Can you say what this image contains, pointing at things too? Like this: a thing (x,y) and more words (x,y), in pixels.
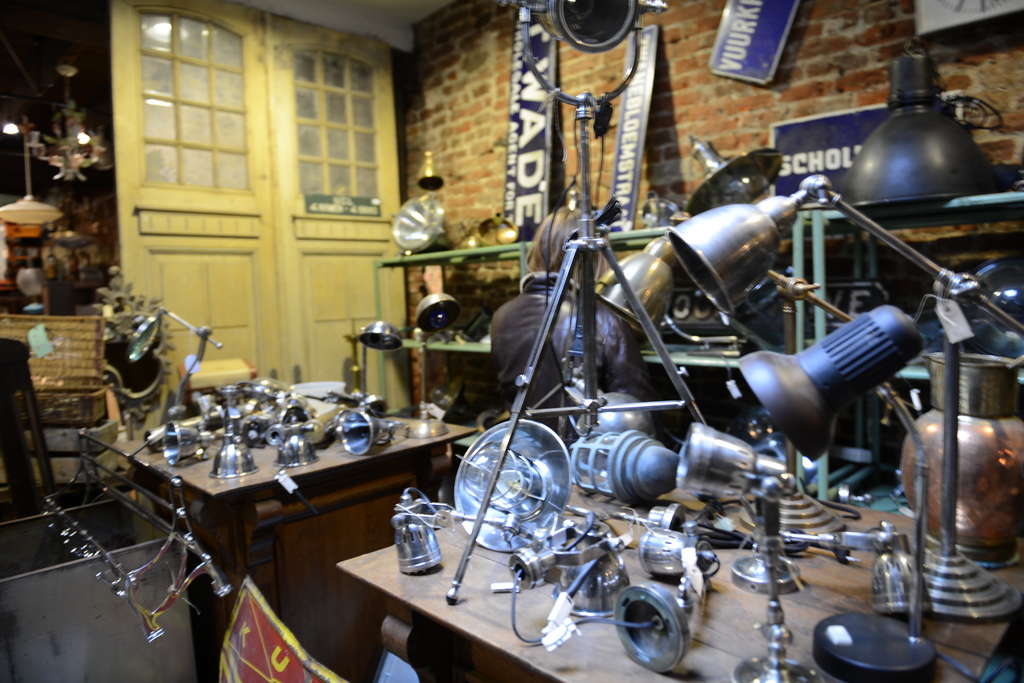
In this image at the bottom (699,500) there are some tables (388,517), on the tables (333,500) there are a group of lamps (682,562) and some other objects (513,552). In the background (599,270) there is one person (524,315) who is standing and there are some cupboards (413,340), in that cupboards (847,252) also there are some lights (928,184) and lamps (910,191). On the left side (226,218) there is a door (377,152), in the background (457,114) there is a wall (598,151) and some boards (507,176). On the boards (539,189) there is some text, on the left side (31,307) there are some lights (34,145), boxes (73,360) and some other objects (135,454). At the bottom (122,582) there is one container (144,583) and some objects (279,646).
